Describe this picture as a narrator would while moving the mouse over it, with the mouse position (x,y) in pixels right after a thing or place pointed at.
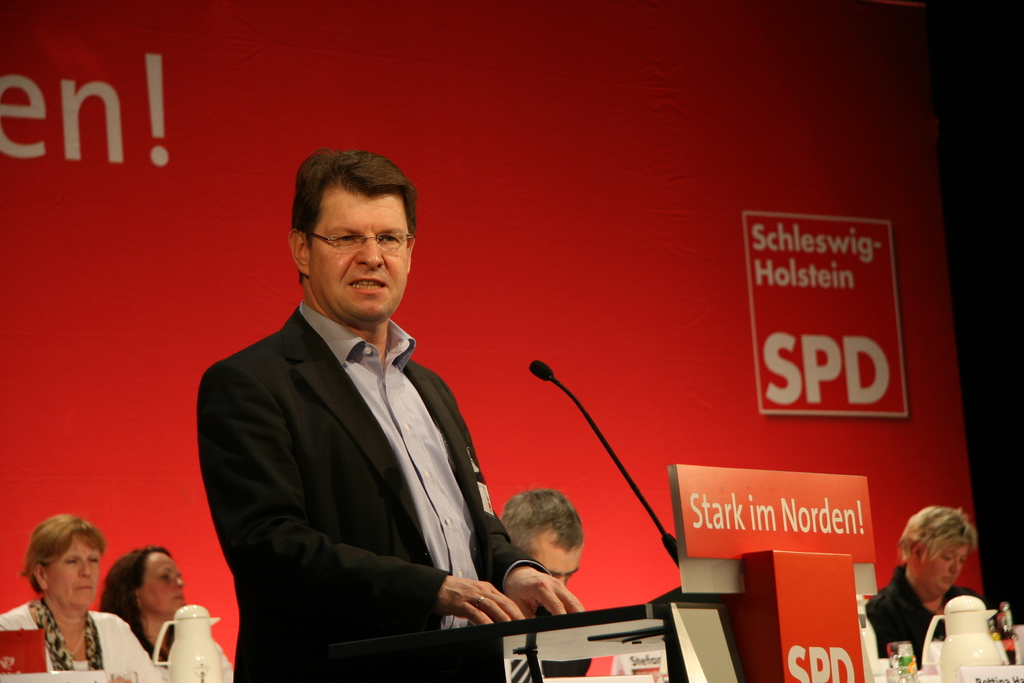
In this image I can see the group of people (142,621) and one person (427,543) standing in-front of the podium (697,585). On the podium (705,587) I can see the mic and there are boards (685,582) attached to the podium (576,615). In-front of few people (139,667) I can see the jugs (189,651), glasses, boards (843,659) and few more objects (894,656). In the background (635,268) I can see the red color banner (662,338).
